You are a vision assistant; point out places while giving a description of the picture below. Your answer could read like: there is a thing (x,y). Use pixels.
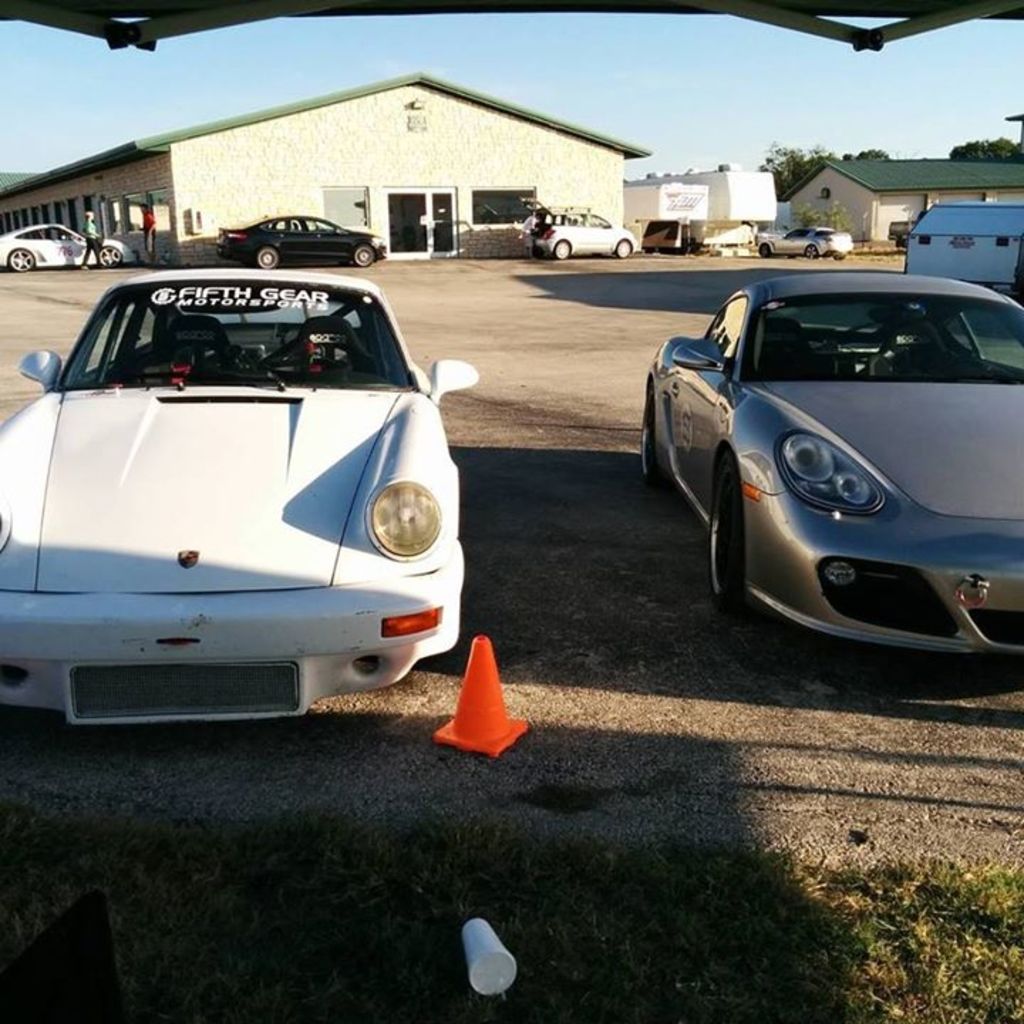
In this image we can see cars (730,333) on the road (647,257) and there are people (91,219). At the bottom (481,957) there is a traffic cone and a glass (467,947). We can see grass (525,884). In the background (685,105) there is sky (537,58).
